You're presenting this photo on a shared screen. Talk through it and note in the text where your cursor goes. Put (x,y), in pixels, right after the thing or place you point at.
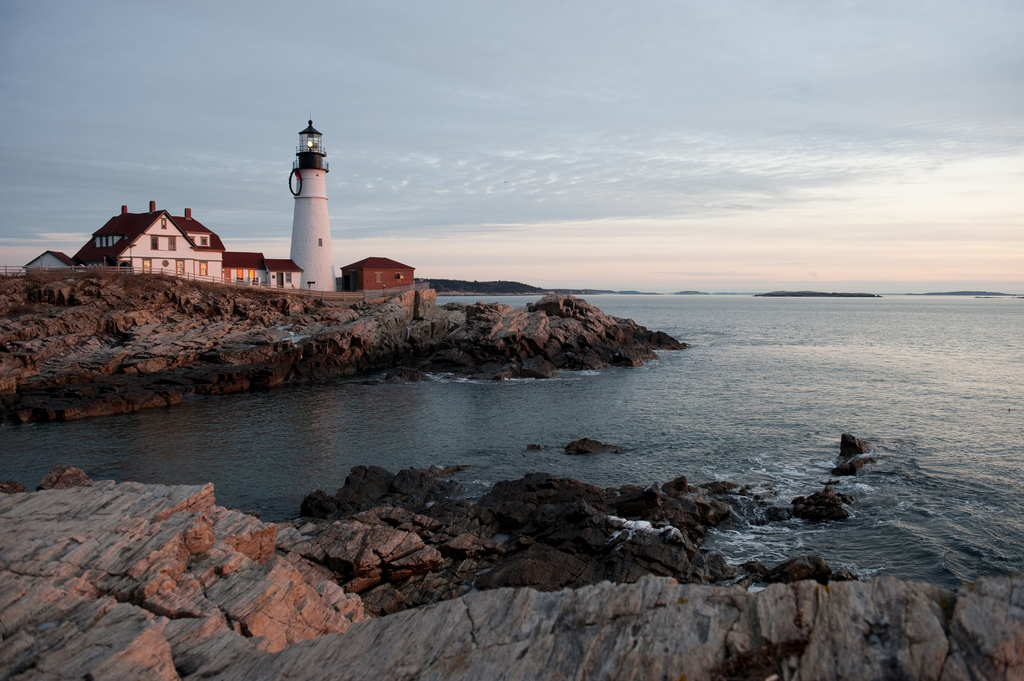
There is water (514,416). Also there are rocks (282,345). In the back (126,240) there are buildings (182,254) and a lighthouse (296,225). In the background (445,128) there is sky (445,128).
